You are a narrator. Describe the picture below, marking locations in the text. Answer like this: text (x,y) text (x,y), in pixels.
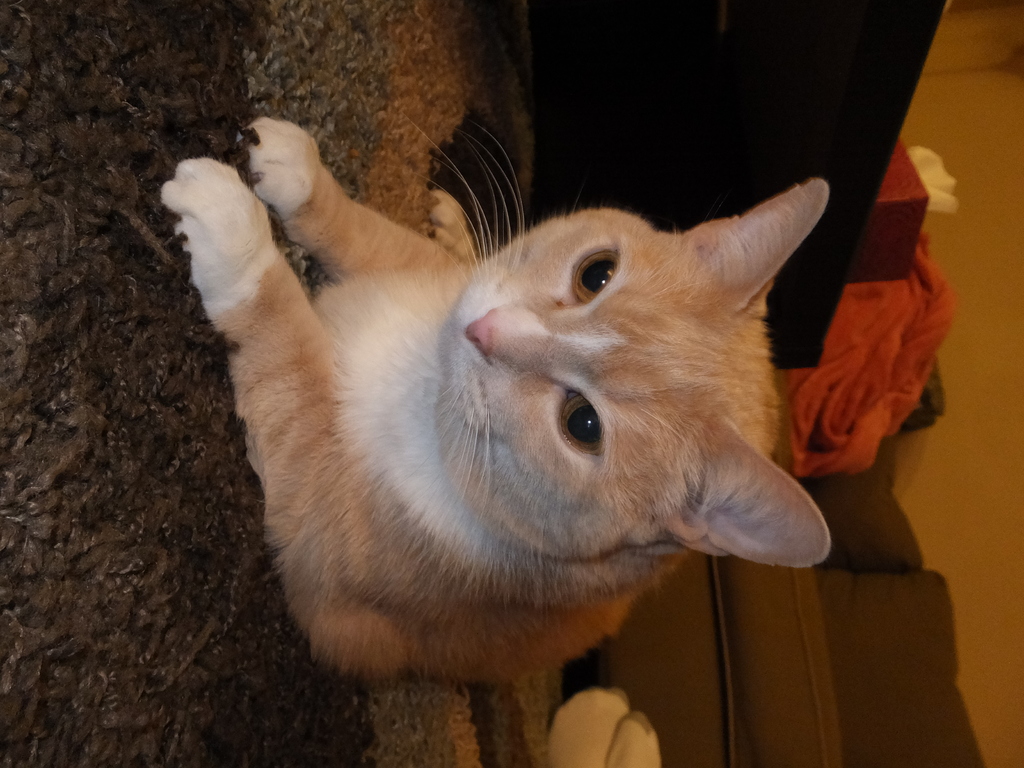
In this image we can see cat (457,368) which is in white and brown color resting on the mat (255,544) and in the background of the image (825,760) we can see a couch (852,553) on which there are some clothes (848,331) and black color table (680,82).
